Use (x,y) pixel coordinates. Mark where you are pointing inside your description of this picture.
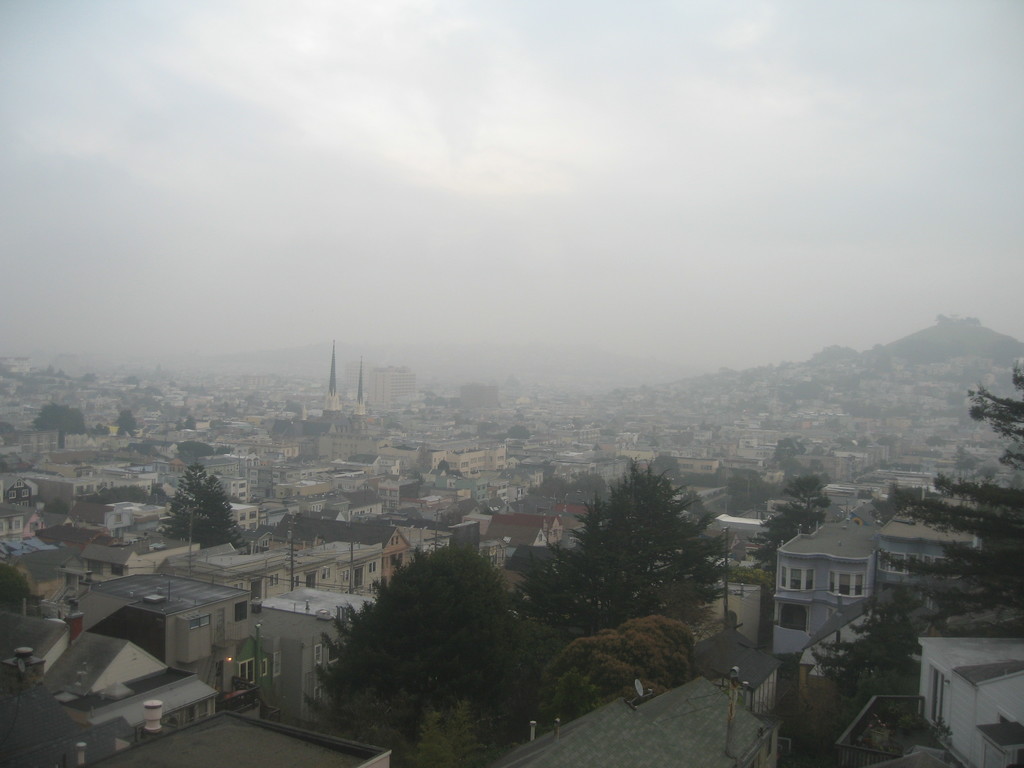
There are many buildings (259,550) with windows (784,566). Also there are trees (818,508) and poles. In the back (404,355) there are hills (727,407) and sky (567,157) with clouds (457,148).
